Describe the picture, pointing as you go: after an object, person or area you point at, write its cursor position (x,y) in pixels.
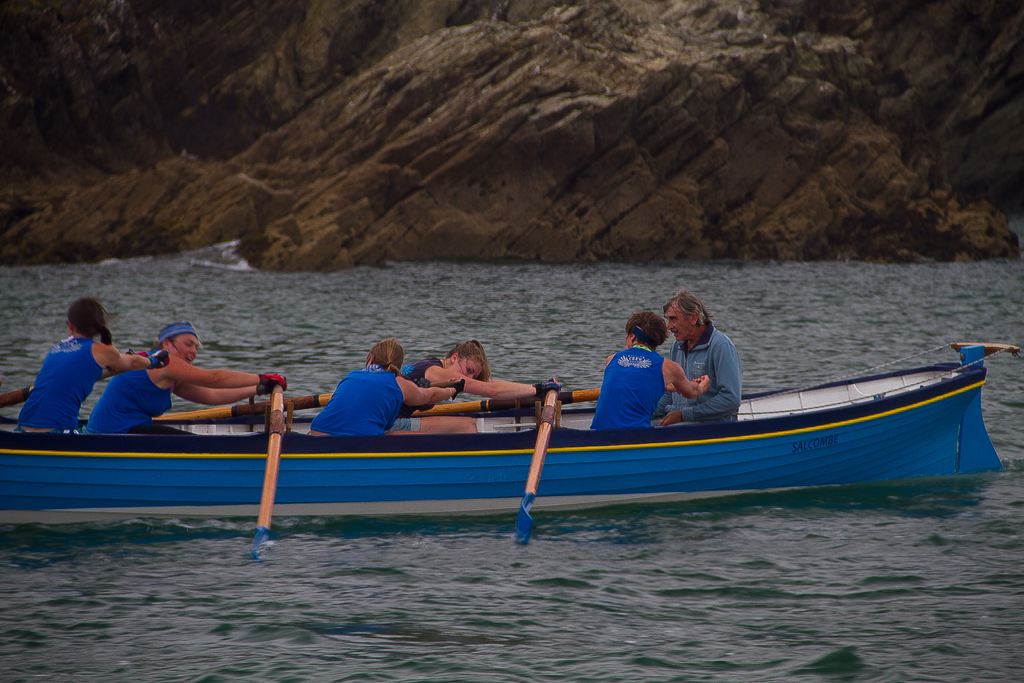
In this picture there is a boat (852,470) on the water (570,580). In that we can see some peoples (625,404) were sitting. On the right (711,359) there is a man (713,368) who is wearing jacket (724,397), beside him there is a woman (651,388). In the center (351,392) there are two women (424,389) are holding the paddle (540,432). On the left (231,374) there is another two women (151,400) are holding the wooden paddles (252,413). At the top (840,180) there is a stone mountain (527,72).
